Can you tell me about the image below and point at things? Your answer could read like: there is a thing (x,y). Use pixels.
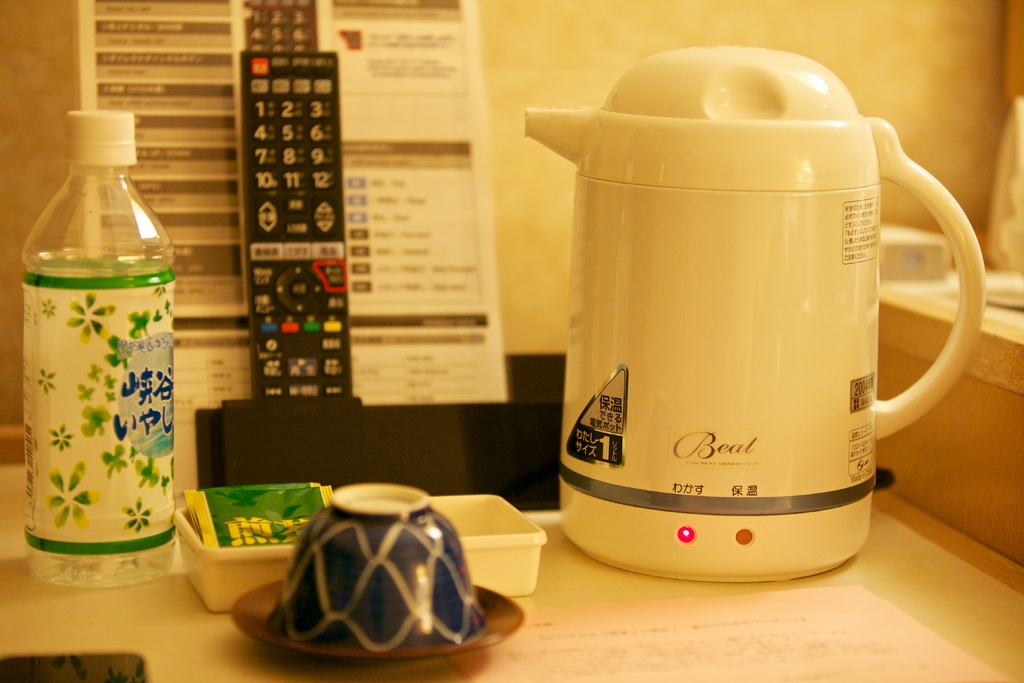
In this image there is a bottle (47,230), kettle (710,538), box (218,568), plate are on the table (996,649). Box (241,559) is having some packets (220,518) in it. Plate (244,611) is having a bowl (373,581) on it. There is a remote (337,386) before a paper (417,297). Background (529,335) there is a wall (947,105).
